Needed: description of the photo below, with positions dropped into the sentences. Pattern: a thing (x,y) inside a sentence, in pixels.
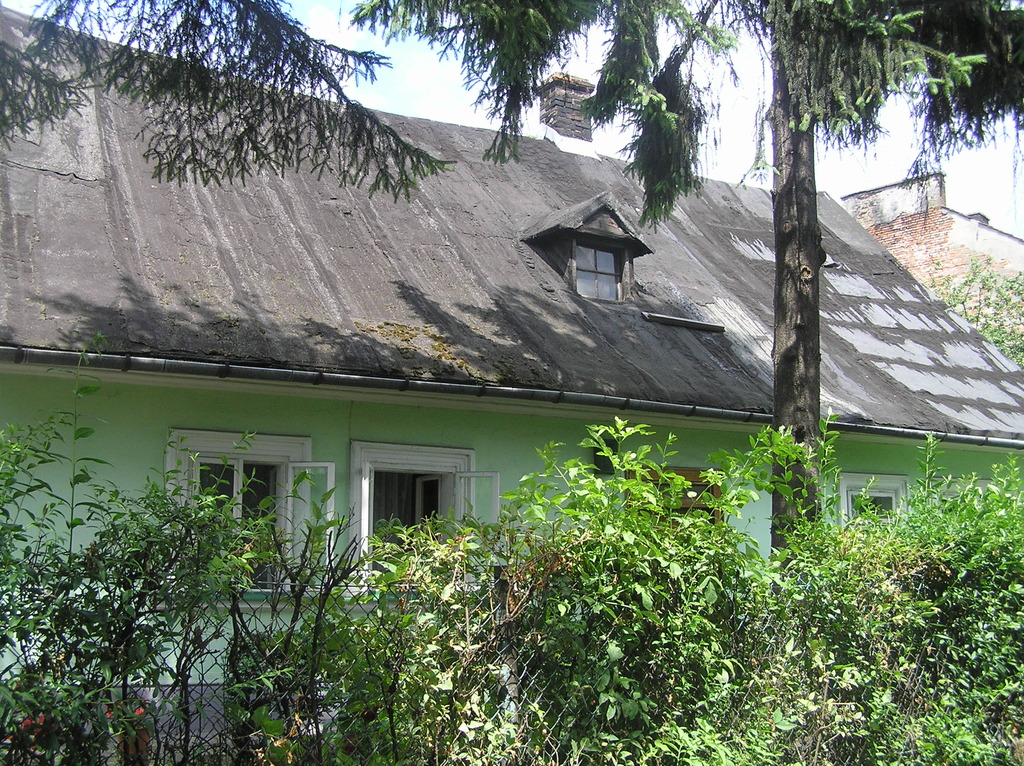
In this picture I can observe house (382,281) in the middle of the picture (624,383). In front of the house (511,446) I can observe plants (503,628) and trees (294,67). In the background (425,79) there is sky (422,80).
